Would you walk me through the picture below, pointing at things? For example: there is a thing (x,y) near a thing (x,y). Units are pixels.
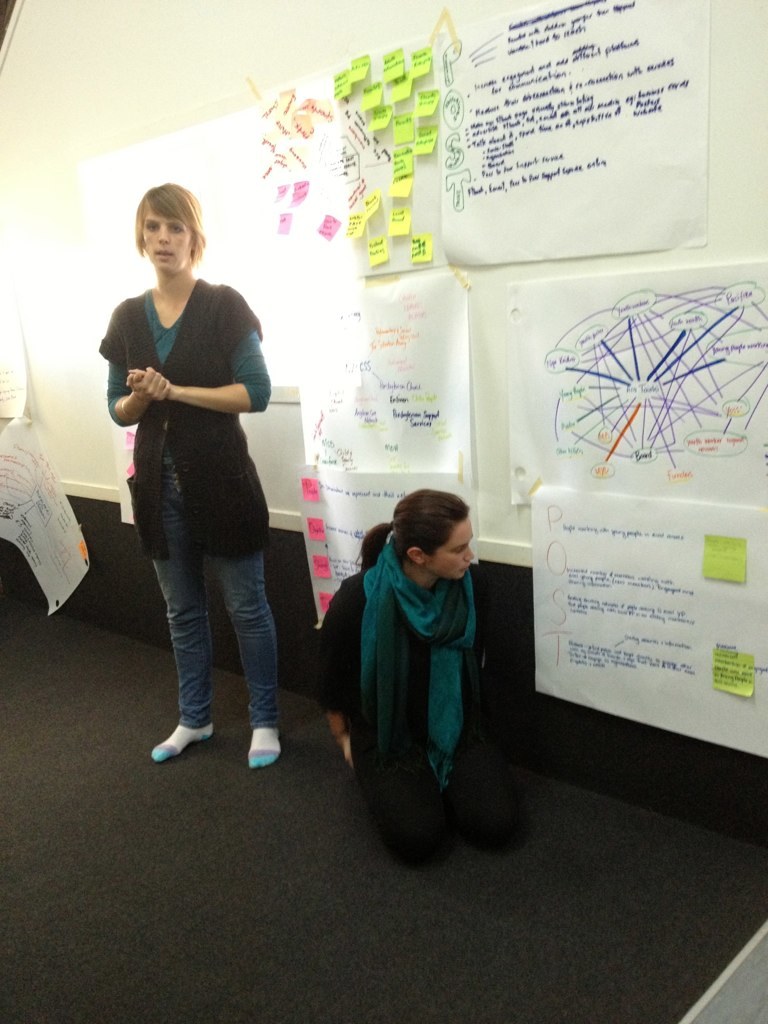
In the center of the image (350,656) we can see woman (355,582) sitting on the ground (524,865). On the left side of the image (155,289) we can see charts (2,275) and woman (185,264) standing on the ground (543,982). In the background (10,105) we can see wall (308,7) and charts (614,541) pasted to the wall (474,371).
